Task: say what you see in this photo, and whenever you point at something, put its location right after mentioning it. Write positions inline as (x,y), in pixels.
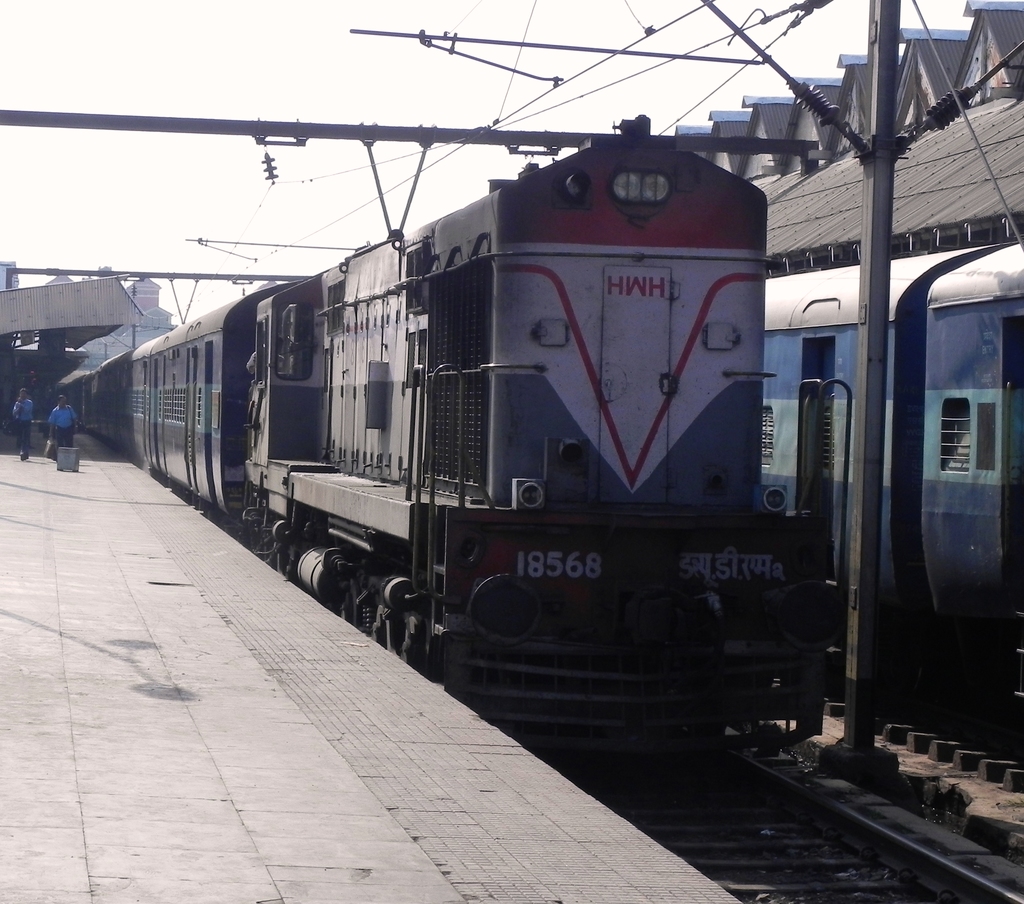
In the image there are two trains (821,535) on a railway track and beside them there is a platform (122,520) and there are few people (61,408) standing on the platform (56,496), in between the trains (846,504) there is a pole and there are many wires (665,59) attached to that pole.
